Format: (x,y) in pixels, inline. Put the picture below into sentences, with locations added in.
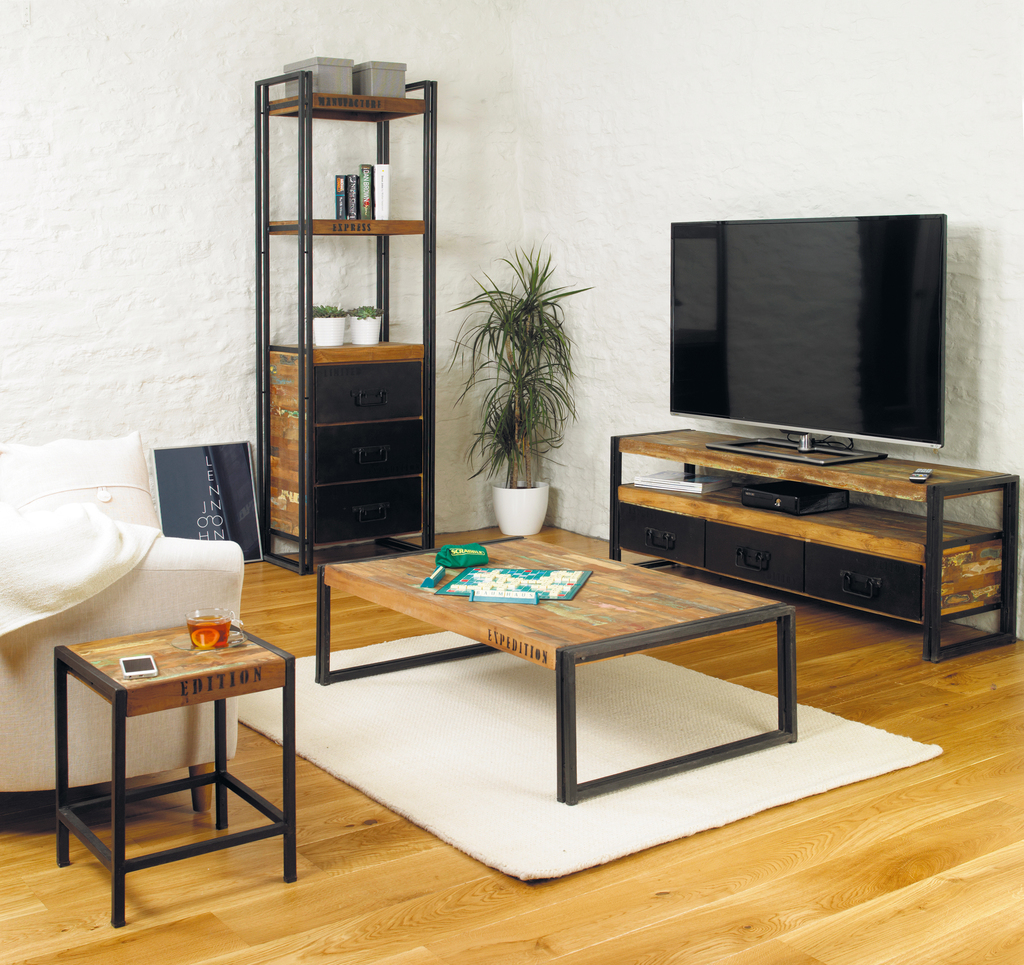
There is a table (699,587) in the middle of the room (512,641). There is a board game (495,594), pouch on a table (620,610). There is a another table (866,463) on the right side of the room (971,674). There is a TV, remote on a table (877,576). There is a stool (115,837) on the left side of the room (61,679). There is a mobile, cup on a stool (127,691). We can see in background (50,274) sofa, wall (50,274), carpet (647,708) and flower plant (334,317).
